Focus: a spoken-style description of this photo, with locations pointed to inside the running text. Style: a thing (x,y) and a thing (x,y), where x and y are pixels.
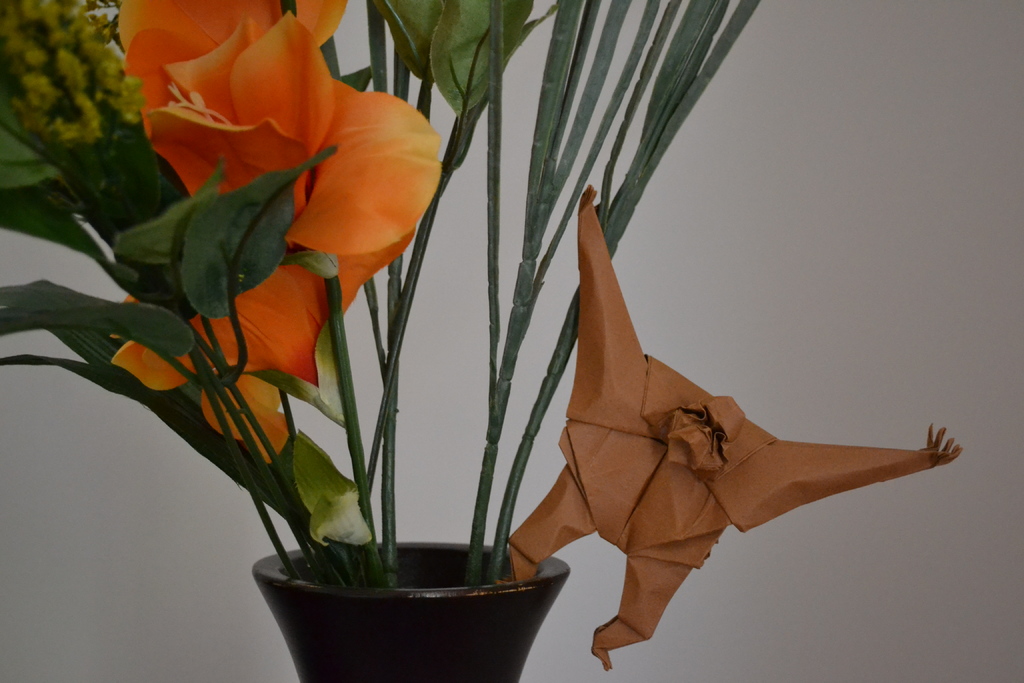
In this image, we can see a flower plant (275,289) with leaves (346,482) and stems (387,500). Here we can see a pot (439,655) and paper craft (668,466). Background (762,256) there is a white wall (763,224).
